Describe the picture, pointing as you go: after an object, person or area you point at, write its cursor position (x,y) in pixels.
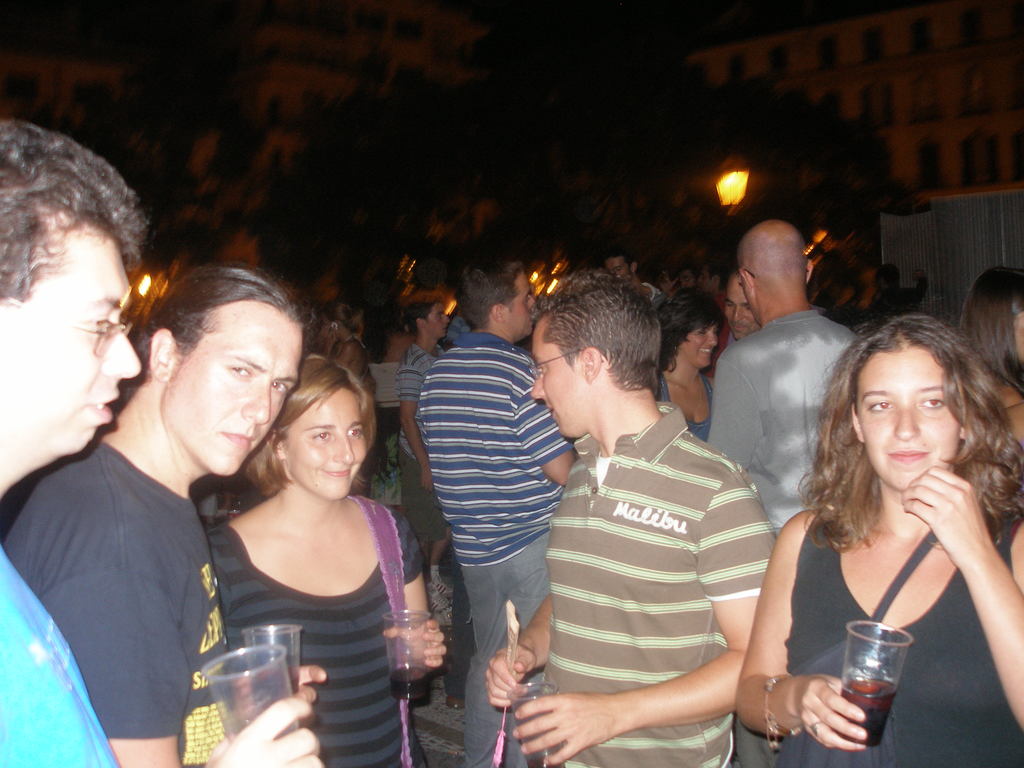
In this image we can see there are people (535,514) standing and holding a glass (223,668). And at the back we can see the building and tree (489,154).
